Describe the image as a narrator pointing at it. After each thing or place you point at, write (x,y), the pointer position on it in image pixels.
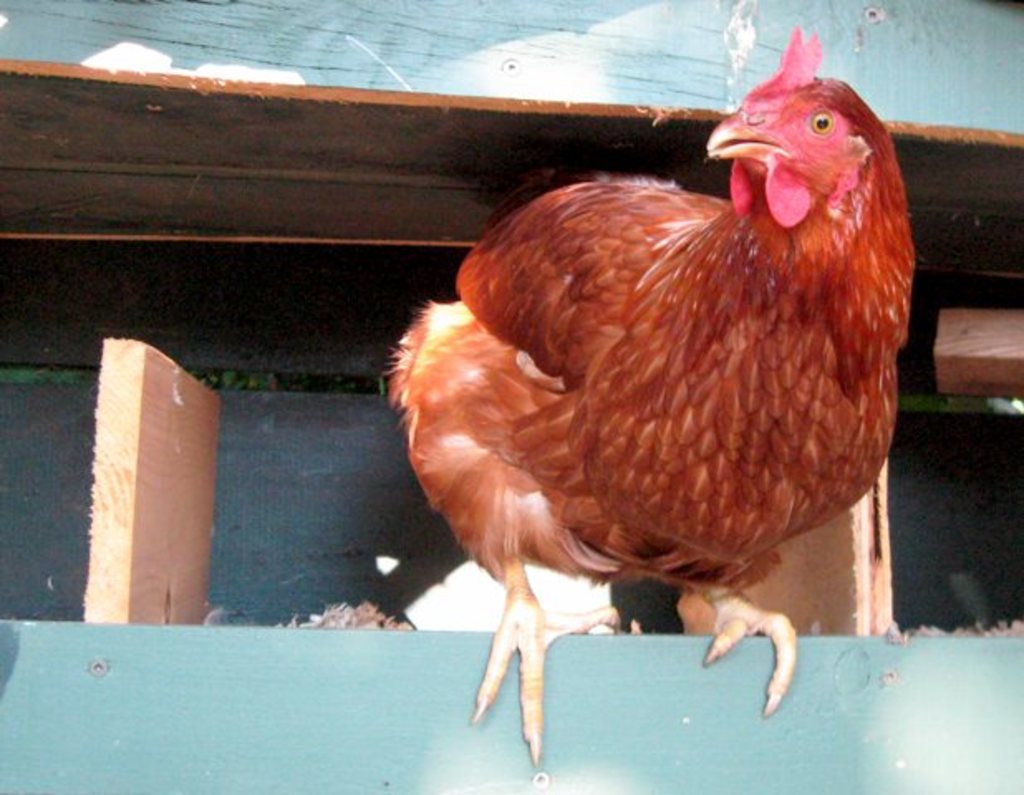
In this picture, we can see a hen (638,443) on the wooden surface (99,752), we can see some wooden objects (796,579), and background (1007,539).
